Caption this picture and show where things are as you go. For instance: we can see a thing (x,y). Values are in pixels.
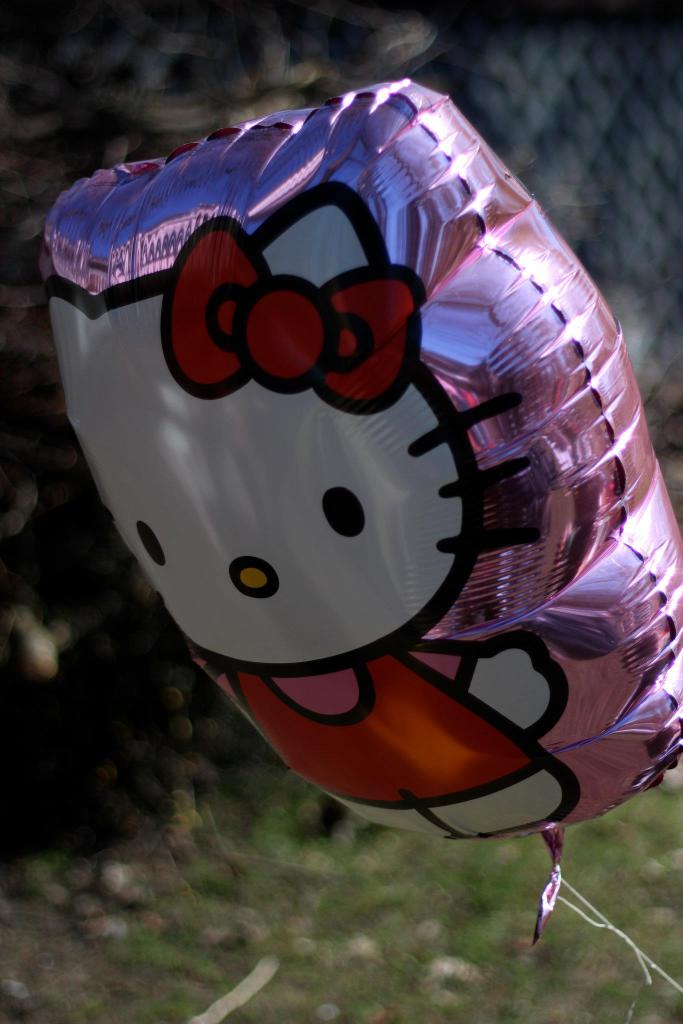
In this picture we can see a balloon (395,799), grass (334,982) and in the background (662,108) it is blurry.
